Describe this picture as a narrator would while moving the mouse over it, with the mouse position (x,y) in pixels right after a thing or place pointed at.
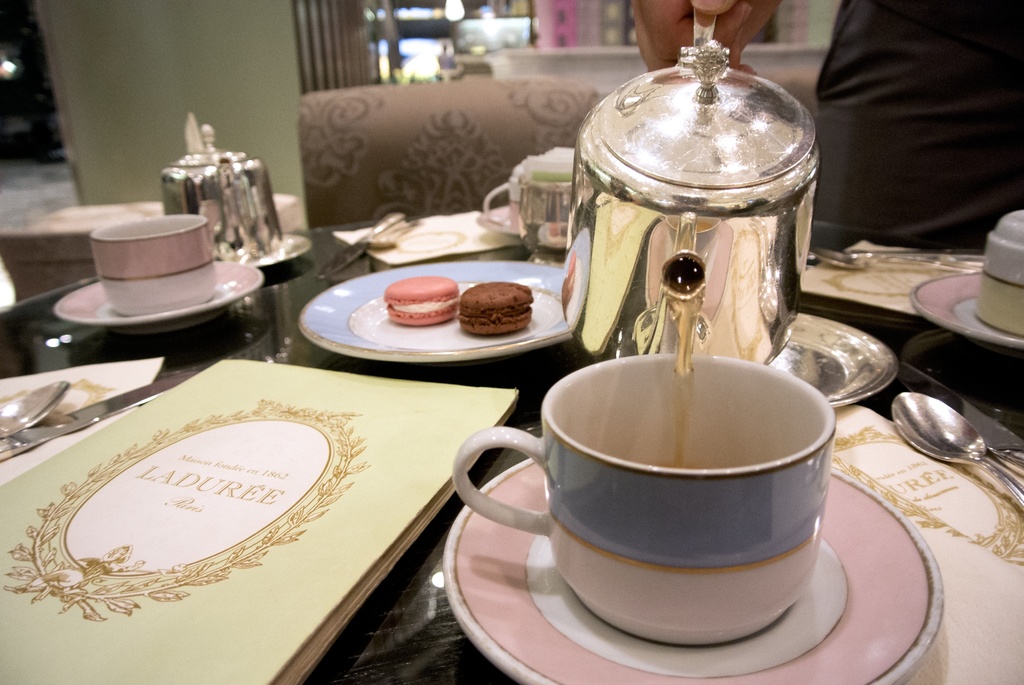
Here we can see a table (501,255) and tea cup (650,454) and plate (548,285), and food items (400,314) on it, and there are some objects (708,354) on it, and here is the chair (450,132).
